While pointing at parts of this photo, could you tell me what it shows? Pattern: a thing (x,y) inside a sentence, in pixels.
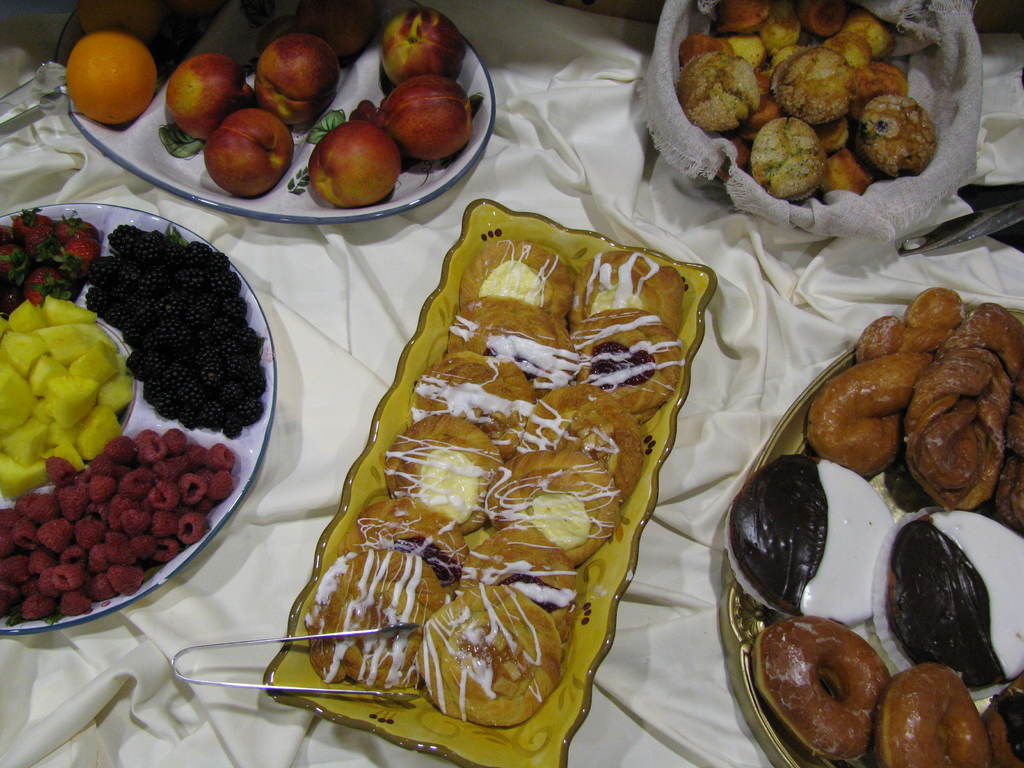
This image consists of eatable items (861,546) which are on the plates (257,323), on the table (303,395) and there metal objects (981,230) which are visible.
